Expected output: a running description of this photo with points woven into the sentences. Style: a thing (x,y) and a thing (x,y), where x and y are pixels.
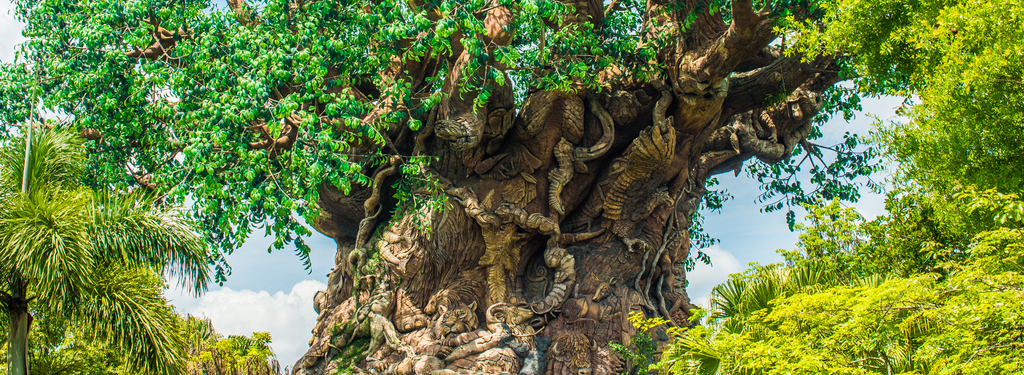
In the picture I can see trees (450,231). In the background (238,324) I can see the sky (265,304).
